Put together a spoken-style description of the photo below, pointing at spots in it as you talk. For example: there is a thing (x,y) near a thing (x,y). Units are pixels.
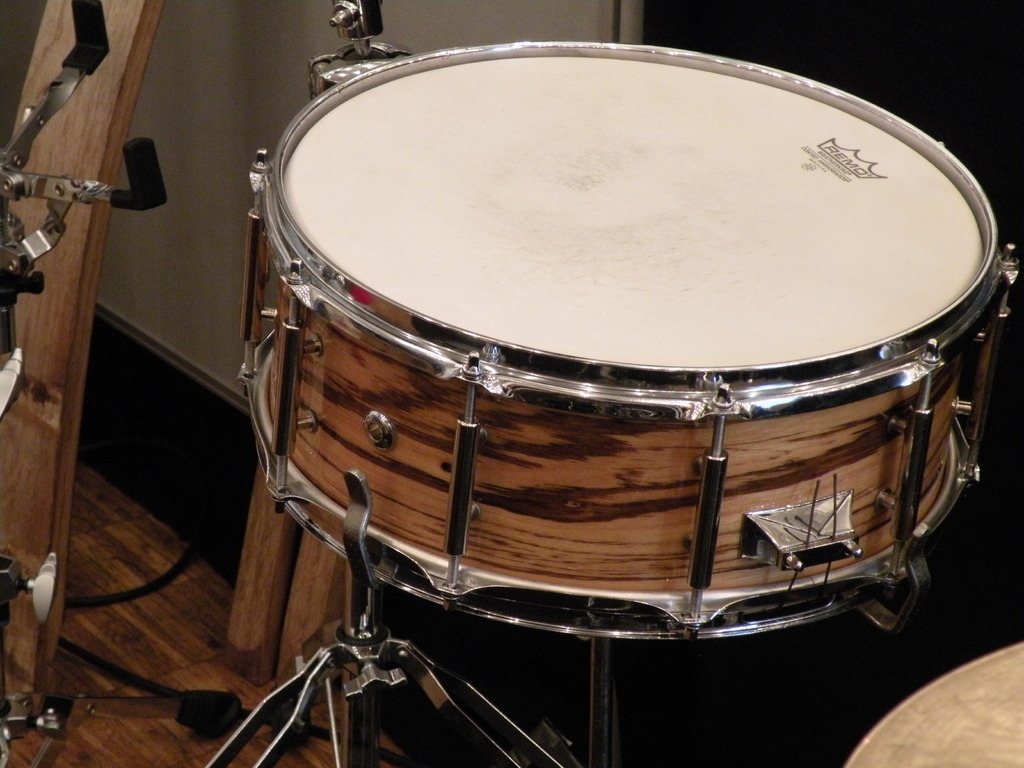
In this picture we can see a drum (788,451), stands (413,653), wooden objects (50,532), wires (110,666) on the floor (85,574) and in the background (222,167) we can see the wall (182,287).
